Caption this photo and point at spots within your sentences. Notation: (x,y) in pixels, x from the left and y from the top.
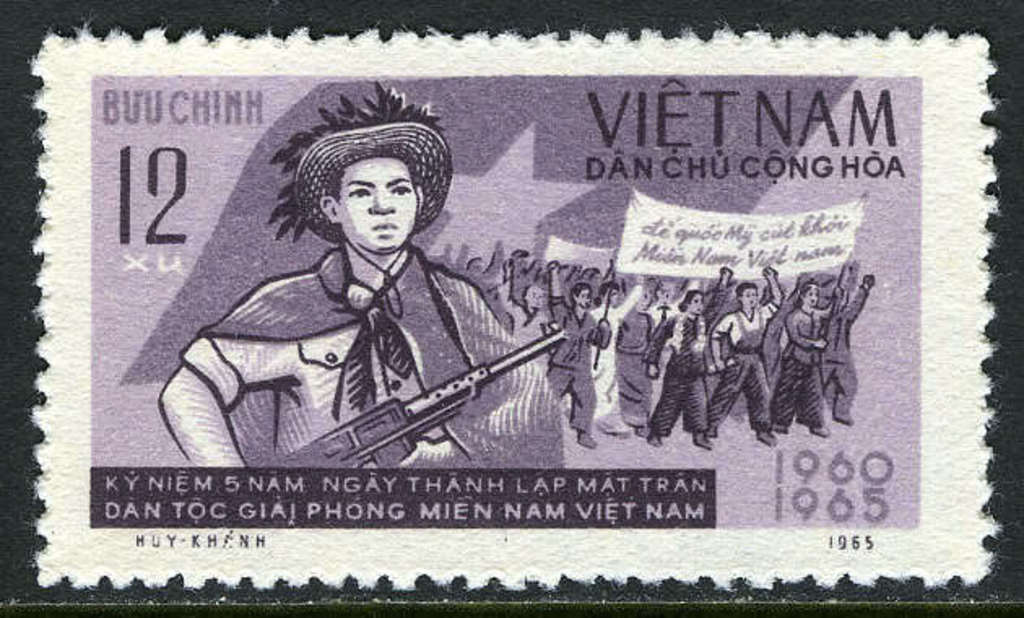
In this image we can see a postage stamp (549,311). On postage stamp (594,335) we can see a group of people (676,388) and they are holding some banner (673,270) in their hands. There is some text (607,511) written on the stamp (629,511).
